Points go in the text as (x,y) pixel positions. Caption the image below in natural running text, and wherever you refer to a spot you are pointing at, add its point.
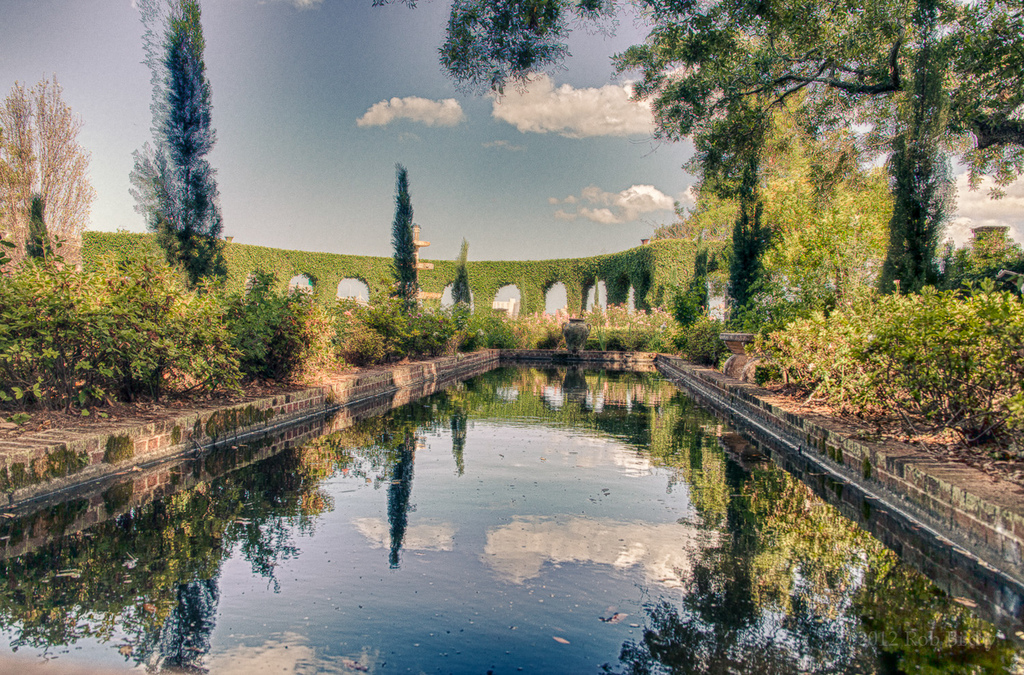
In this image we can see the plants (969,381), trees (753,163) and also the wall (385,283) with the creepers (587,283). We can also see the sky (477,149) with some clouds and at the bottom (310,600) we can see the water (456,514).
